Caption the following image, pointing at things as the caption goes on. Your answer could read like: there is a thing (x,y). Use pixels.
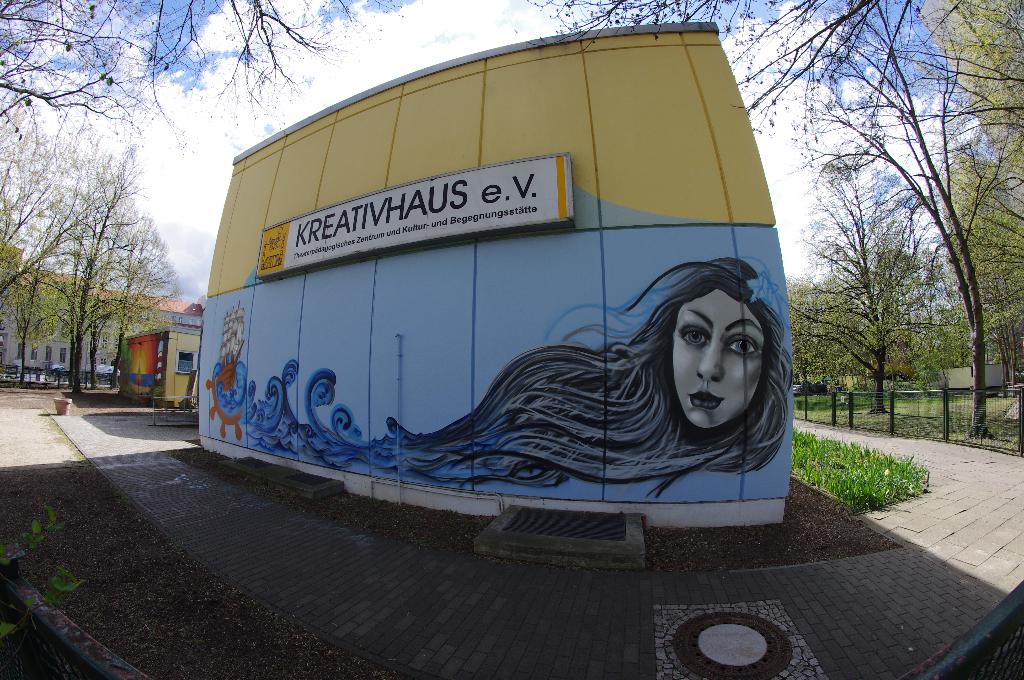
In this image we can see sky (214,134) with clouds (254,129), trees (77,322), buildings (350,323), shed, barrier poles (888,420), fences (888,420), paintings (633,393) on the wall (504,370), name board (331,265) and grass (876,468).
